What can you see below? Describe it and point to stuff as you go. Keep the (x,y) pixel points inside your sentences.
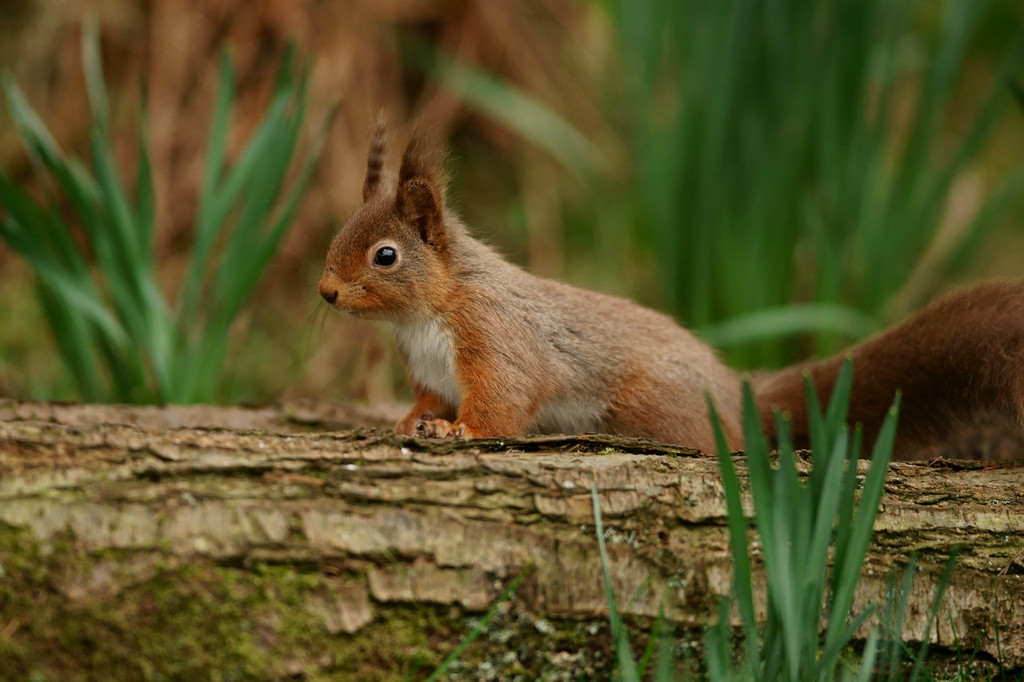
In the image we can see the squirrel (488,370) on the wooden log (365,518). Here we can see the grass (748,645) and the background (714,247) is slightly blurred.
